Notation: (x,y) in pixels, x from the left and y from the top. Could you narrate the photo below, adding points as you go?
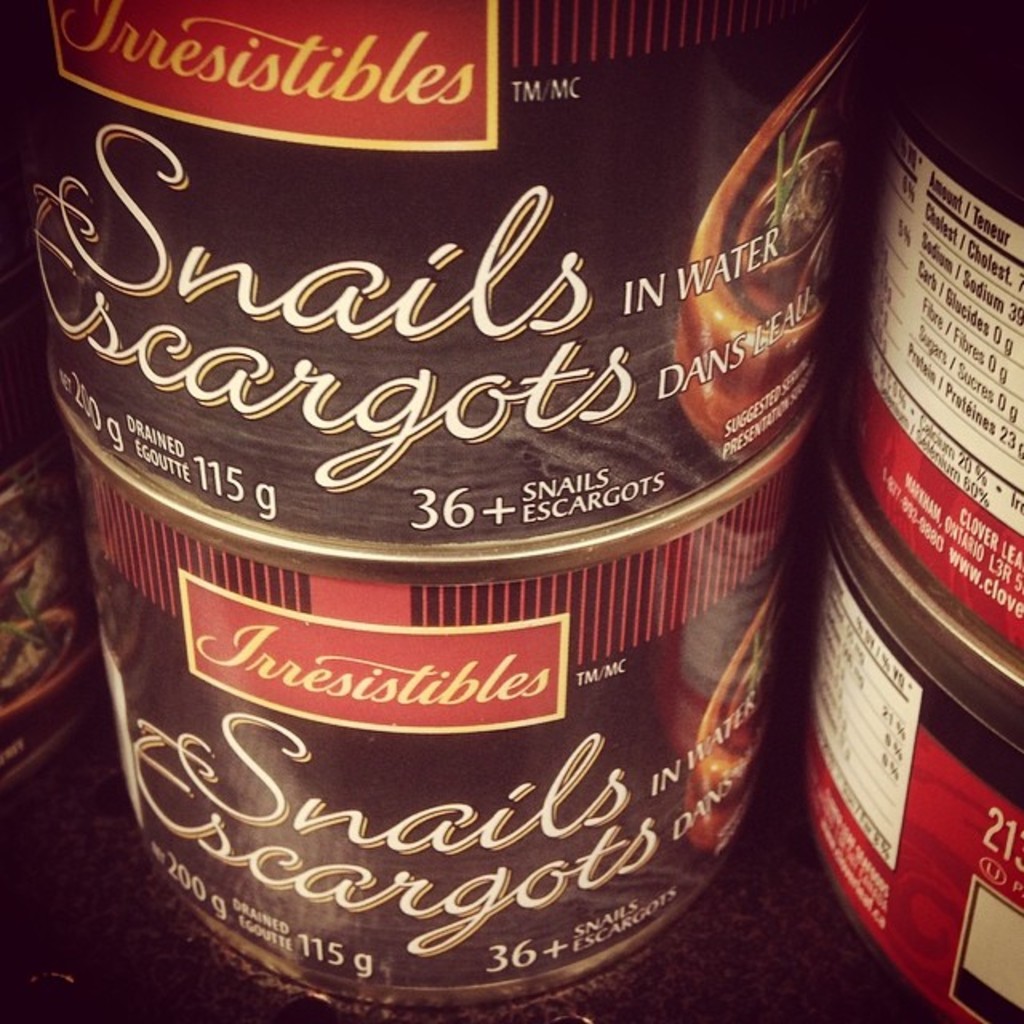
In the center of the image (417,430) we can see few cans (439,719). On the cans (730,639), it is written as"Snails Escargots". And we can see some text (468,678) on the cans (669,432).
